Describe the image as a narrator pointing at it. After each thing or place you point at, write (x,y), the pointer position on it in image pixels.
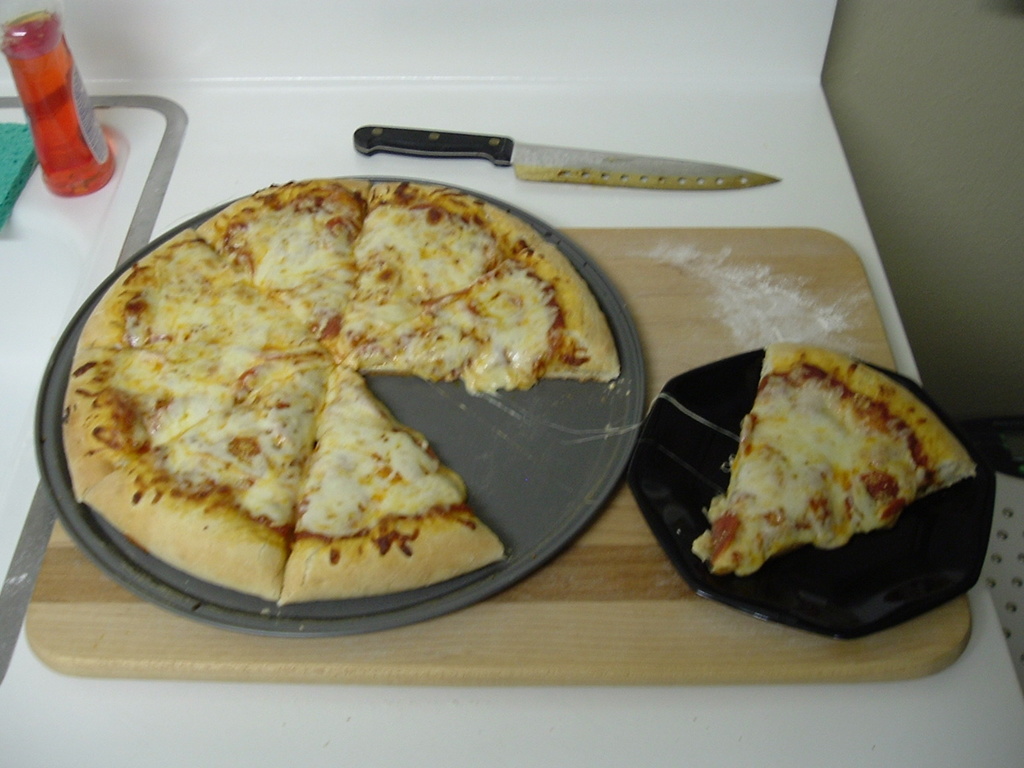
This image in the center (392,468) there is food (395,441) and there is a knife (609,170). On the left side (52,129) there is a bottle (44,135) and there is an object (14,158) which is green in colour and there is a wooden plank (624,650).
